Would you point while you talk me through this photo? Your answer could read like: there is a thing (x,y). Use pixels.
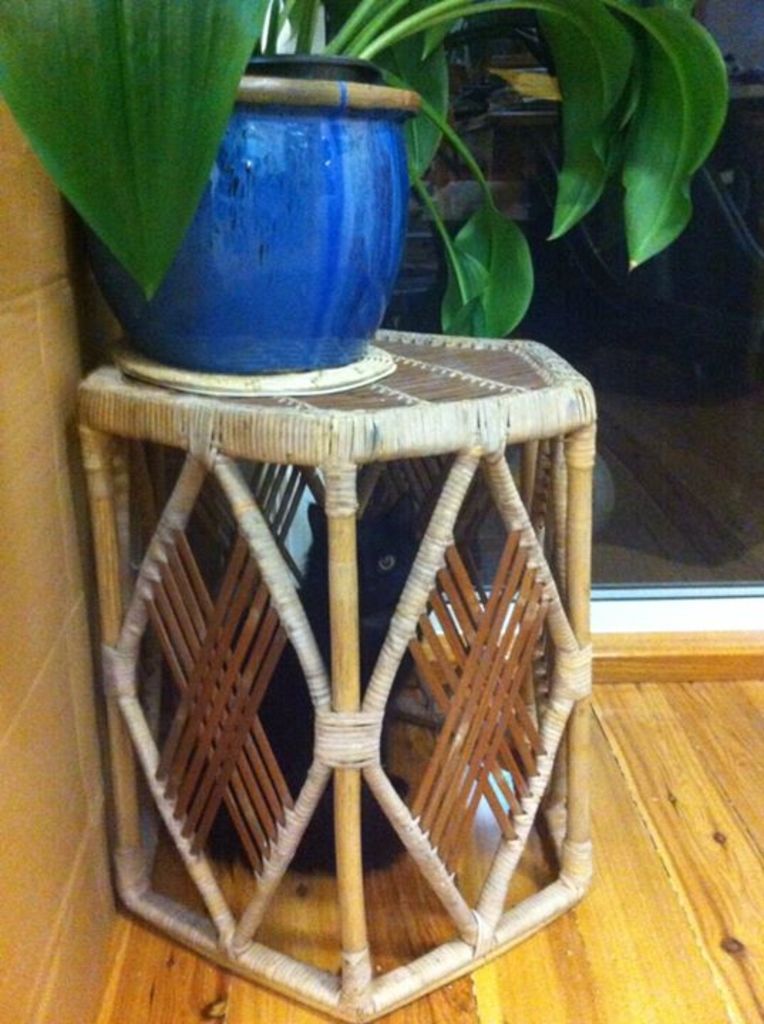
In the foreground (503,498) I can see a wooden table (430,561) on which a houseplant (372,248) is there. In the background (599,255) I can see a glass (689,488). This image is taken in a room (643,1020).
